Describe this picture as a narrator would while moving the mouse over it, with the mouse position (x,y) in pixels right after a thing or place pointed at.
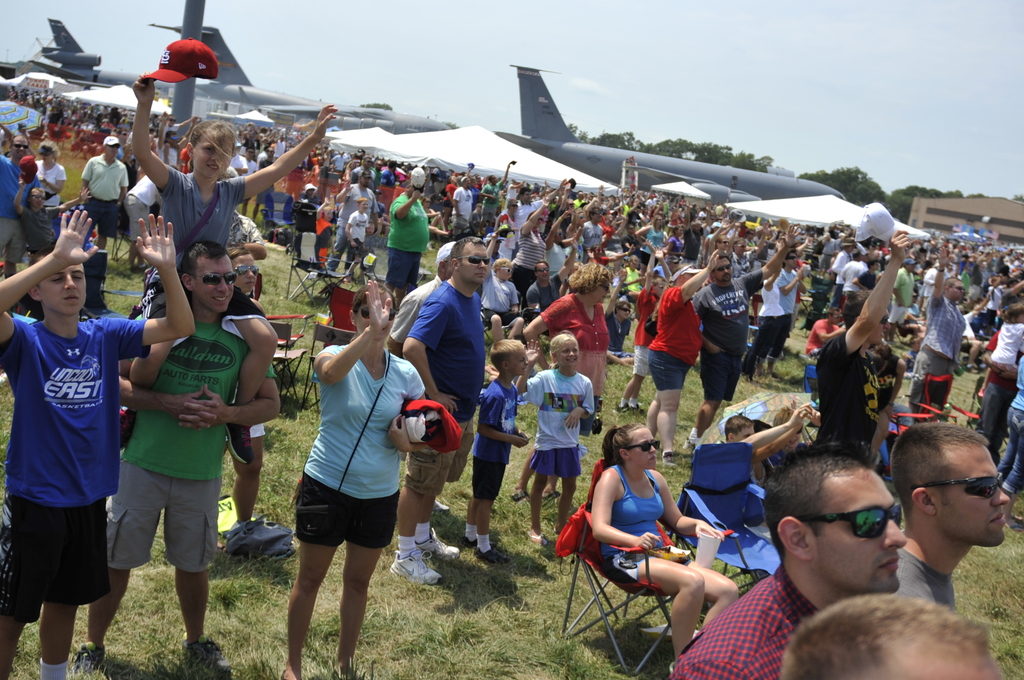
As we can see in the image there are group of people (69,328) here and there, grass (464,620), chairs (655,582), and umbrella (758,413), cap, planes (242,101), building (955,207), trees (918,189) and sky (688,114).
